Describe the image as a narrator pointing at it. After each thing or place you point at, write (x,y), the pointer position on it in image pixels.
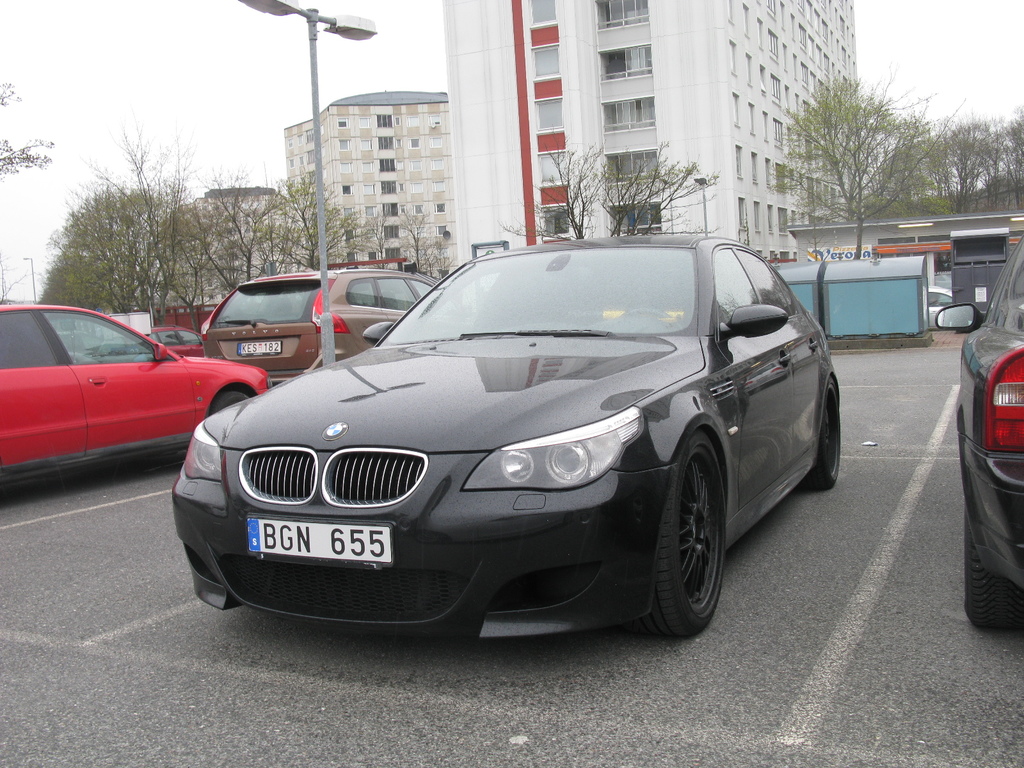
In the foreground of the picture (790,322) I can see the cars (984,338) parked in a parking space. There is a light pole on the left side (321,209). In the background (365,204), I can see the buildings (428,143) and trees (853,115).
